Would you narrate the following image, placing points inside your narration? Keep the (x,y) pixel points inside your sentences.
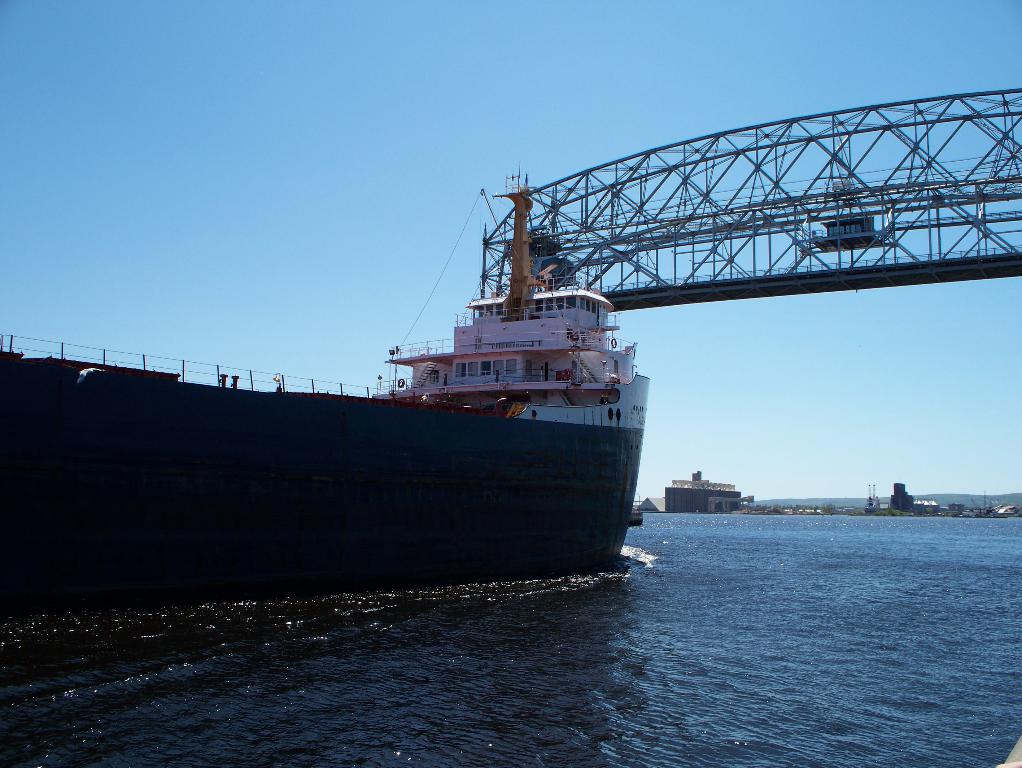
This is the ship (489,571) moving on the water (675,576). This looks like an iron bridge (847,191). In the background (729,488), I can see a small building (738,500).
